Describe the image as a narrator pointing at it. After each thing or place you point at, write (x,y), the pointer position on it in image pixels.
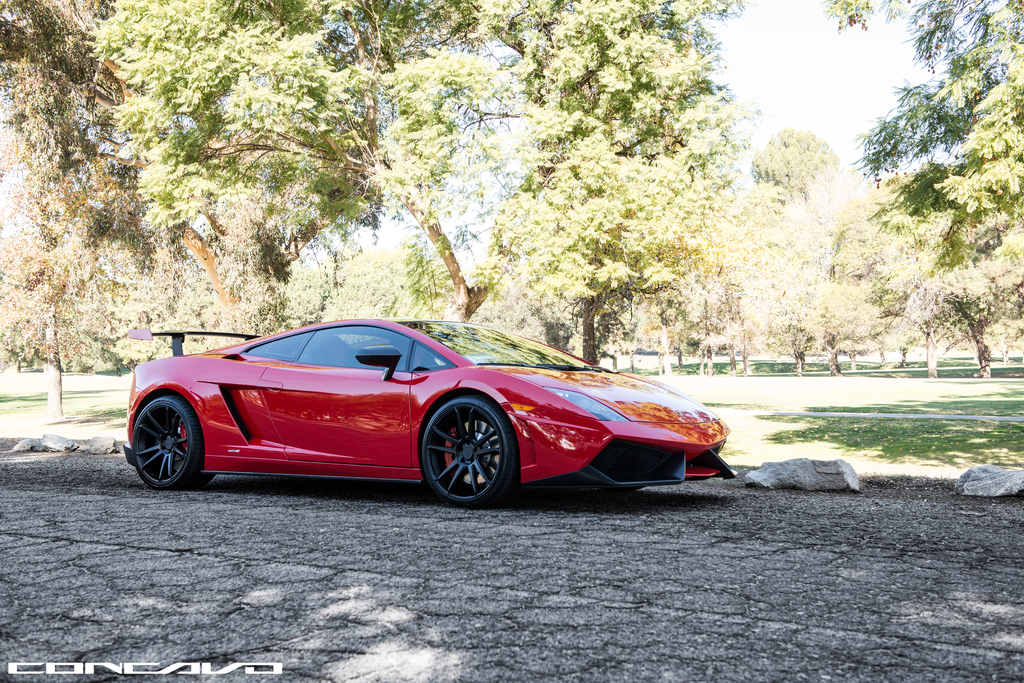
In the middle of the image (438,367) we can see a car (518,477) on the road (696,507), in the background (737,377) we can find grass (750,382) and few trees (573,201), in the bottom left hand corner (205,666) we can see some text (112,670).
